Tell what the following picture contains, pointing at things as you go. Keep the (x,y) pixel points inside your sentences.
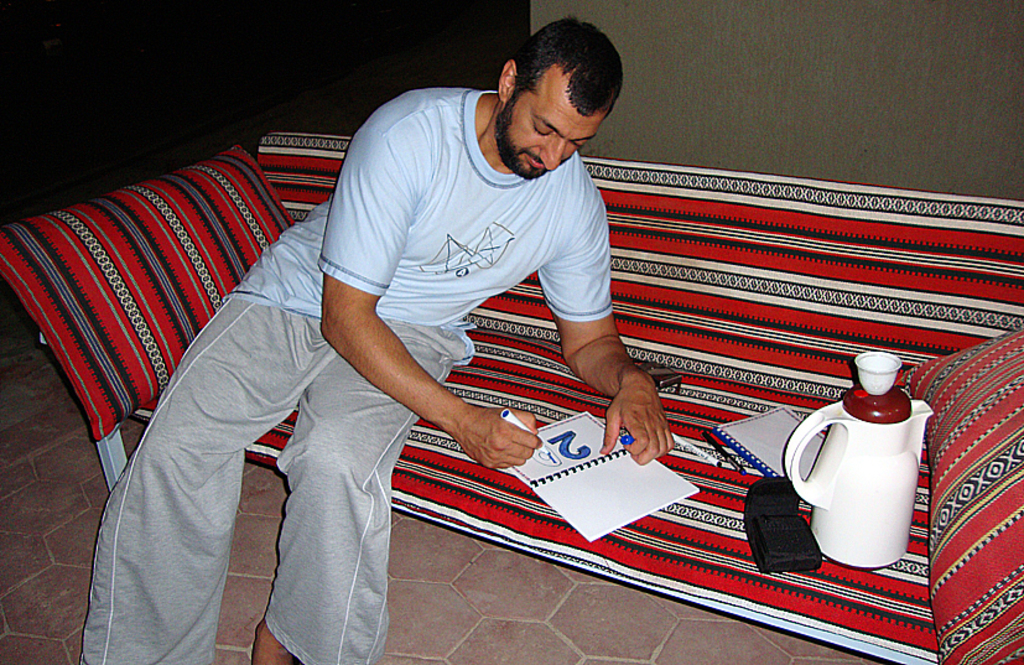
The man (416,289) in blue T-shirt (393,247) is sitting on the red sofa (708,444). Behind him, we see a red pillow (154,278). He is holding the marker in his hand (494,438) and he is writing something in the book (569,420). Beside him, we see two pens (695,447), a book (746,437) and a flask (840,535). Beside that, we see a pillow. Behind him, we see a white wall (692,74). In the background (314,76), it is black in color. This picture is clicked inside the room (421,527).
